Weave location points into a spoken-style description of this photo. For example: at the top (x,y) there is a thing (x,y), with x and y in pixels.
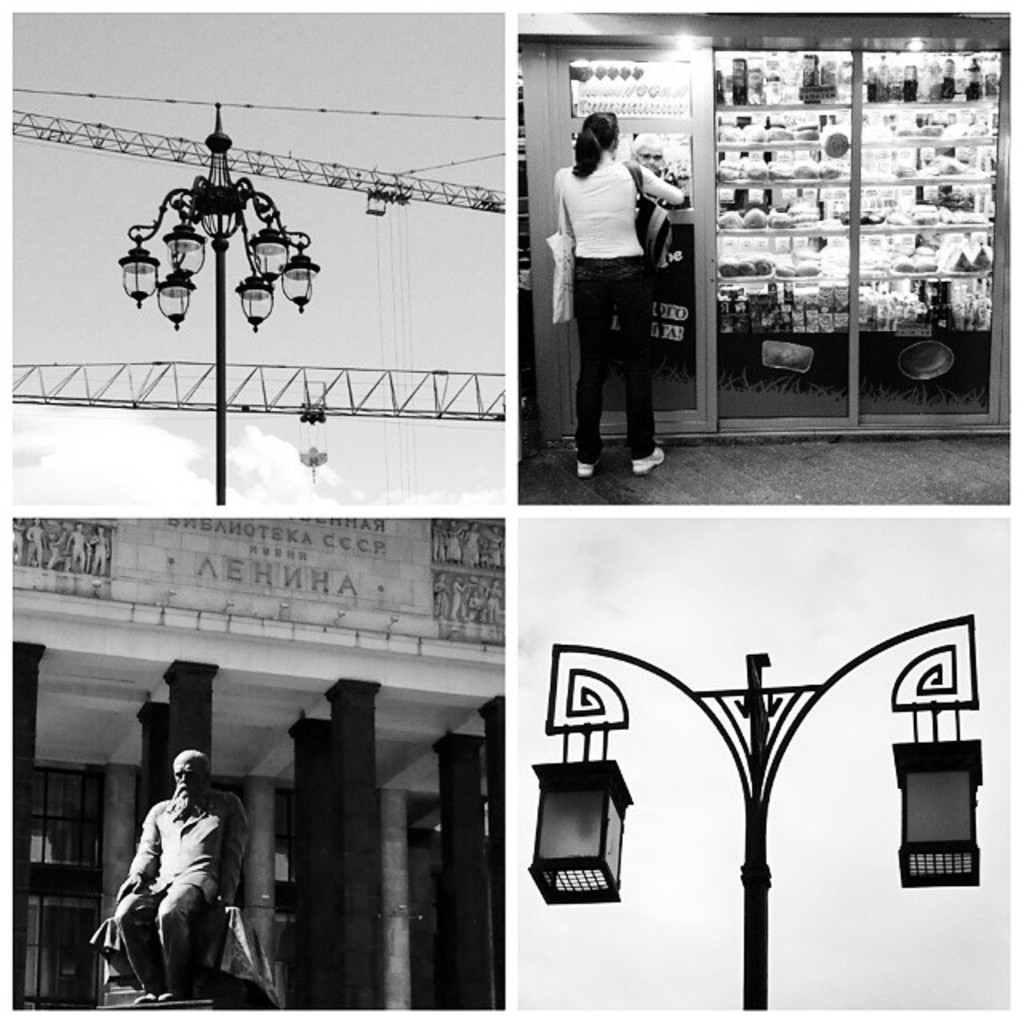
We can see a collage image of four photos. In the first photo we can see a group of lamps (278,217) and few objects (405,169). In the second photo we can see two persons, a store (775,287) and many objects (847,264) placed in it. In the third photo we can see a statue (122,900), a building (263,731) and a text (347,578) on it. In the fourth photo we can see a street lights (760,872) and a sky (786,673) in the image.
